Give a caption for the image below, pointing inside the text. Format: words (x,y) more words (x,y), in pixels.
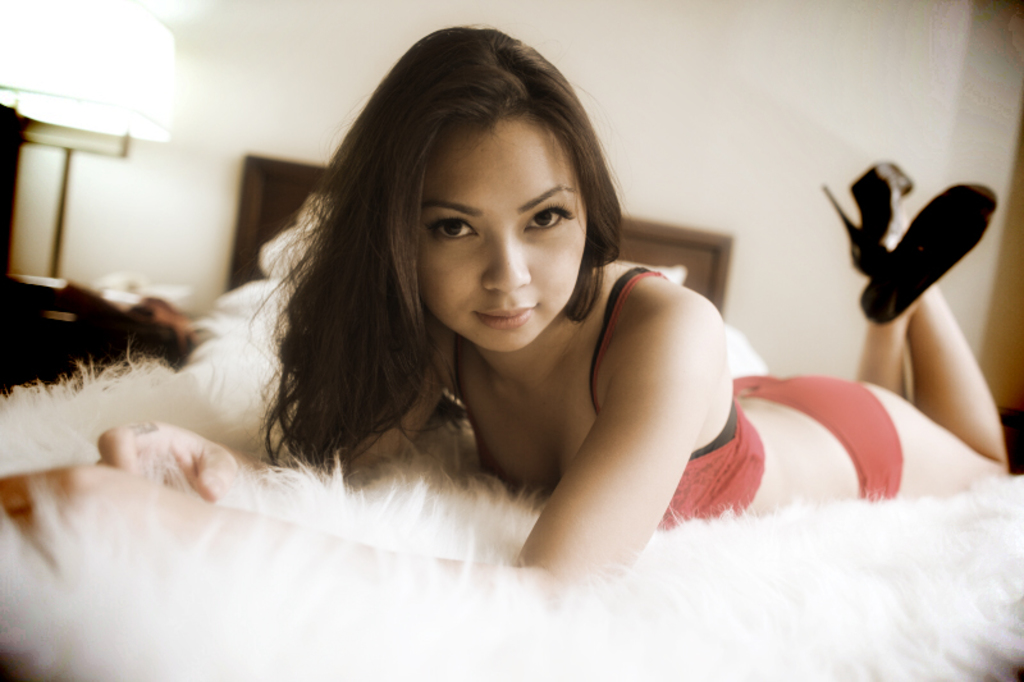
In this image we can see a person (626,400) wearing red color dress (717,499), black color shoes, lying on bed (276,524) and in the background of the image (181,132) there is lamp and a wall (191,239).
